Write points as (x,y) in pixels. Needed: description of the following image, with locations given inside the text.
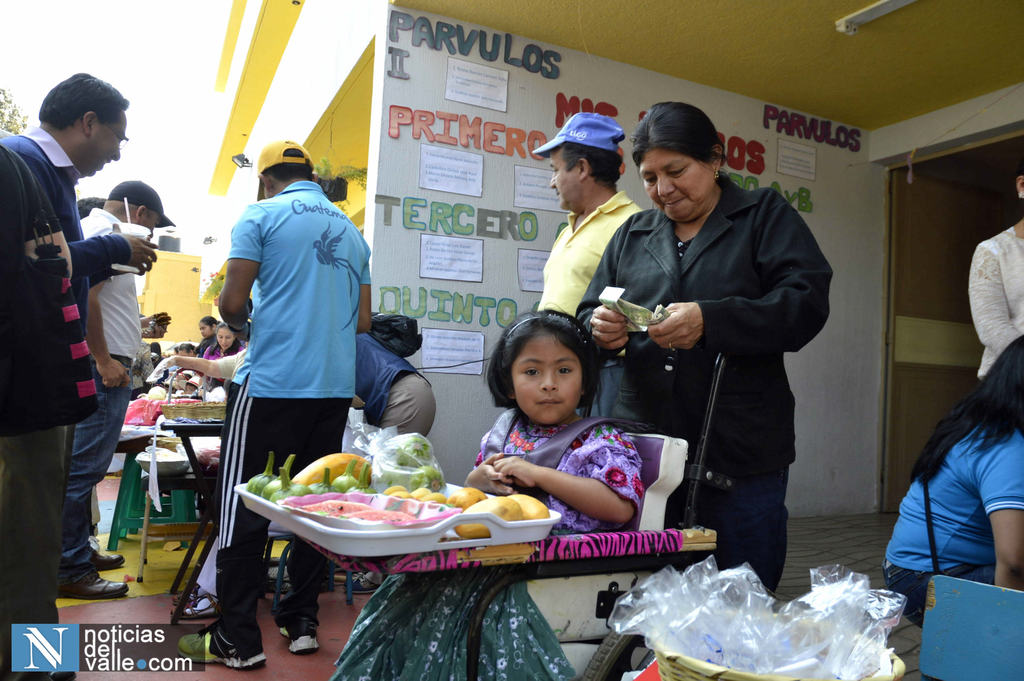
In the foreground (622,459) I can see a girl (622,459) is sitting on a chair (565,576) in front of a table (561,547) on which I can see a tray (362,527) filled with fruits (473,497) and vegetables (427,484). In the background (918,396) I can see a crowd (20,414), benches (185,488), logo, boards (467,238), door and a building (477,15). In the top left (116,47) I can see the sky (175,71). This image is taken during a day.
